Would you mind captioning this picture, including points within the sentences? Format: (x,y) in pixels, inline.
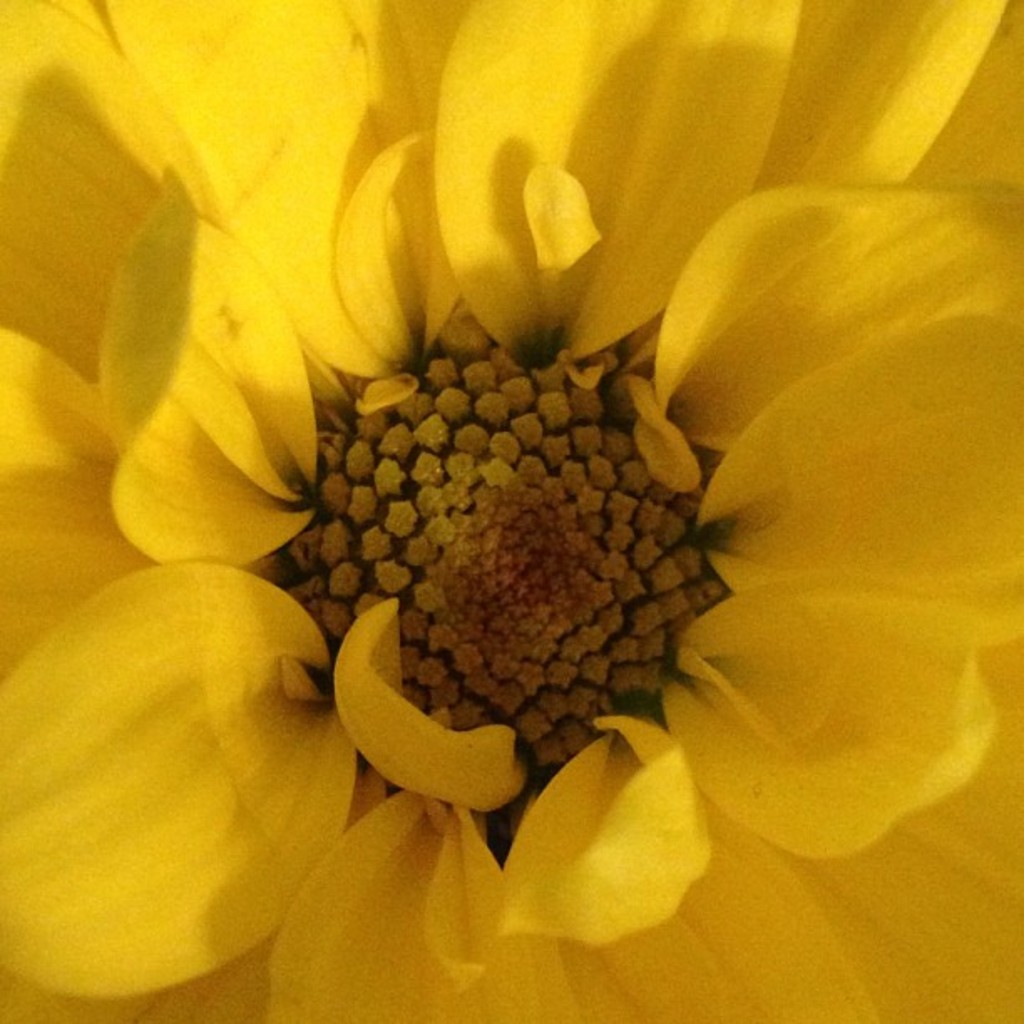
In this image we can see the yellow color flower (546,331).
